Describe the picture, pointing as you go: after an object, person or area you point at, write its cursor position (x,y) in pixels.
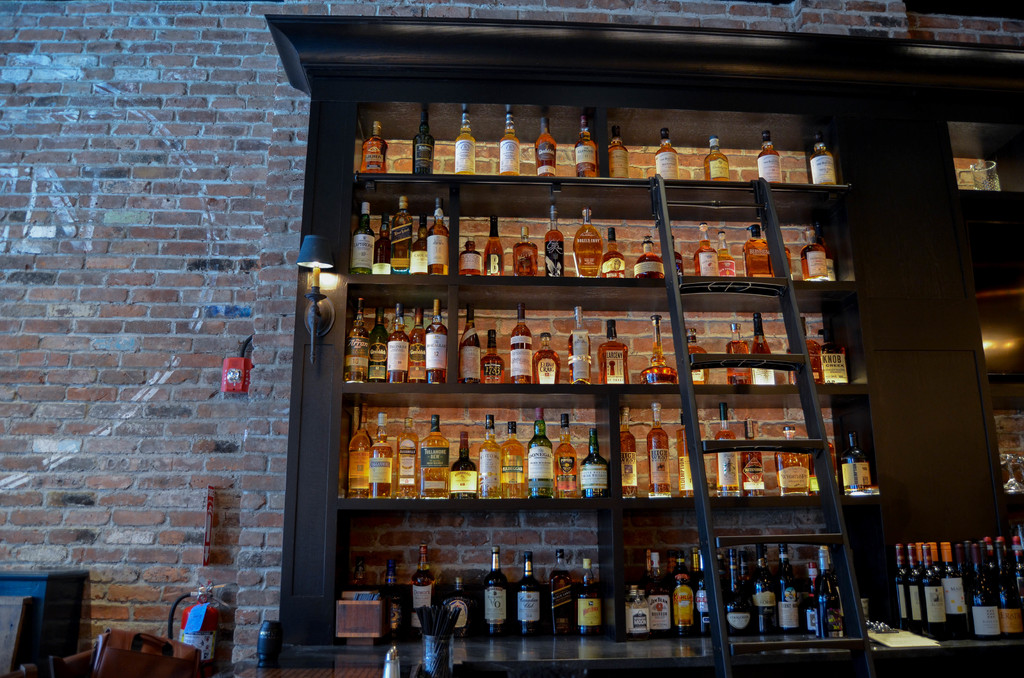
In this image we can see wooden shelves (417,279) filled with bottles (461,351) and we can also see a brick wall (89,366) and a ladder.
